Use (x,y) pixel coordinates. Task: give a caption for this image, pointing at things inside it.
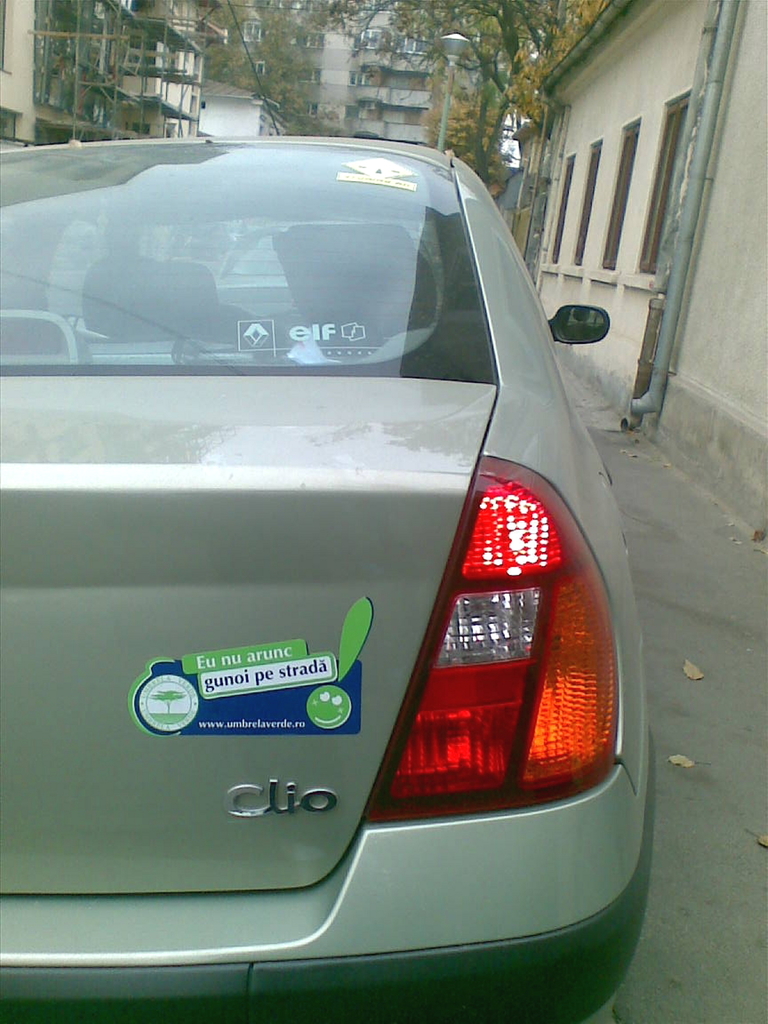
In this image, we can see a vehicle (397,292). Here we can see glass (163,295) and side mirror (586,325). Through the glass (210,353) we can see the inside and outside view. Here there is another vehicle (260,260) and seats (173,291) we can see. At the background (162,132) and right side of the image (626,202), we can see few buildings (738,170), houses (649,83), trees (513,95). Here we can see few pipes (683,278) and footpath (710,611).
